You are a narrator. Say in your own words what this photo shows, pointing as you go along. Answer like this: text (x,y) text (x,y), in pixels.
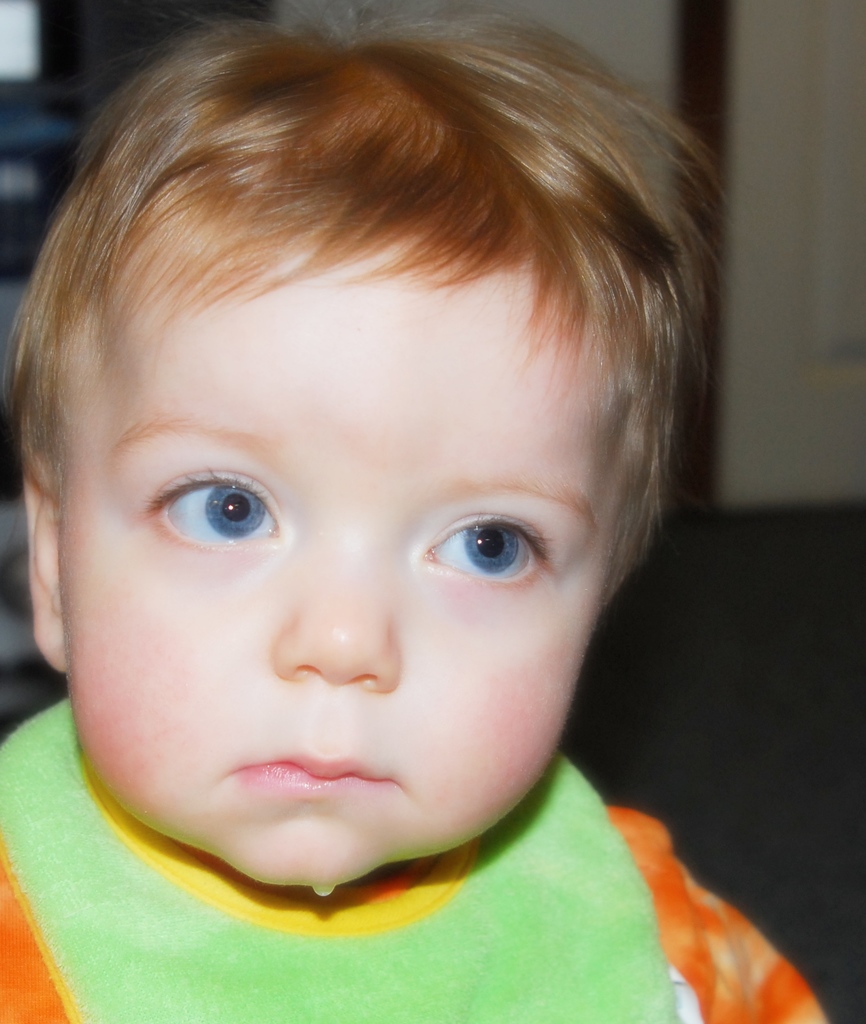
In this image we can see a kid (411,685). In the background (31,140) the image is blur but we can see objects (2,143) and floor (763,610).
